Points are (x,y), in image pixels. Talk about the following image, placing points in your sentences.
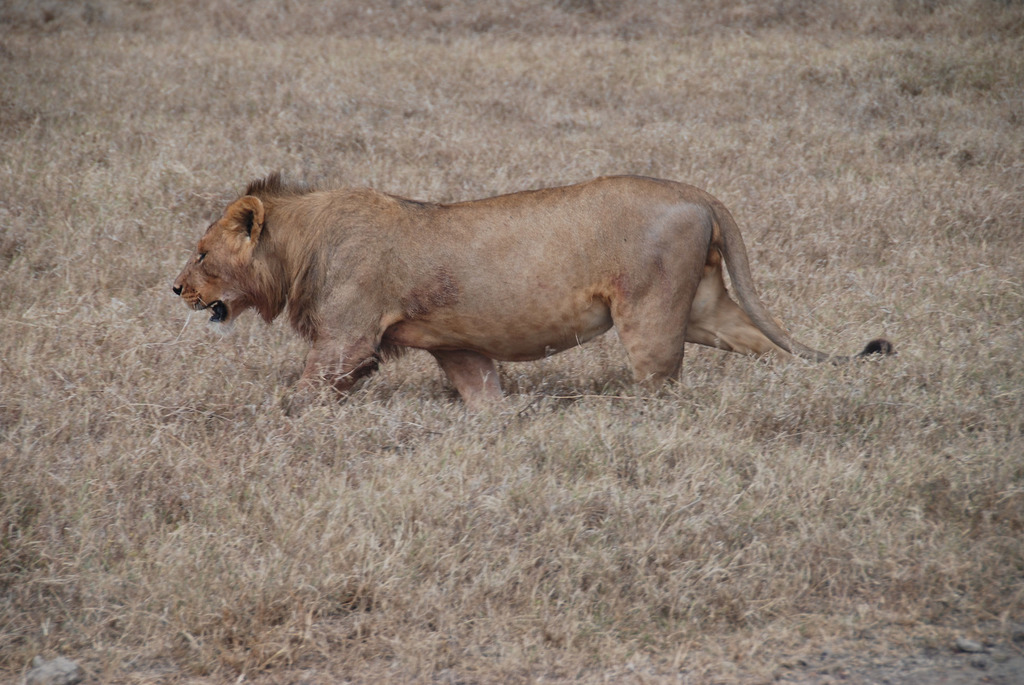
This is an outside view. Here I can see the grass (368,522) on the ground (390,540). In the middle of the image (471,241) there is a lion (413,286) walking towards the left side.
